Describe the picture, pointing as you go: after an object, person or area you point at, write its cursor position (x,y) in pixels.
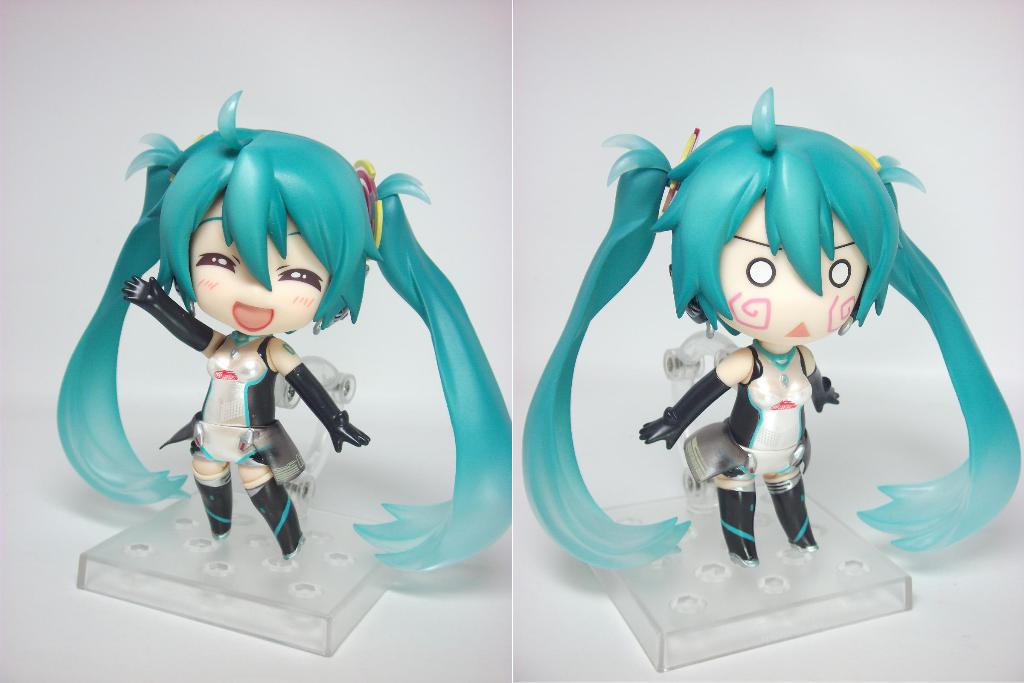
In this picture I can see a collage image on which I can see toys (574,493) are placed on the stands (734,583).
